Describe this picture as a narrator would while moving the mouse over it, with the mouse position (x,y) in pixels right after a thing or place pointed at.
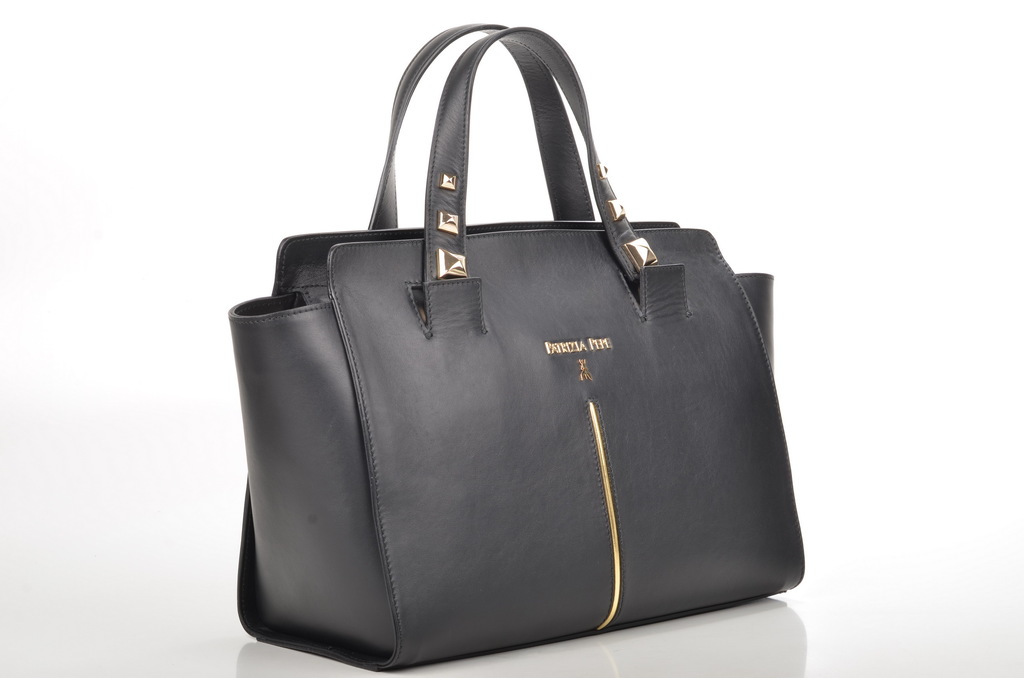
This black handbag (630,452) is highlighted in this picture.
